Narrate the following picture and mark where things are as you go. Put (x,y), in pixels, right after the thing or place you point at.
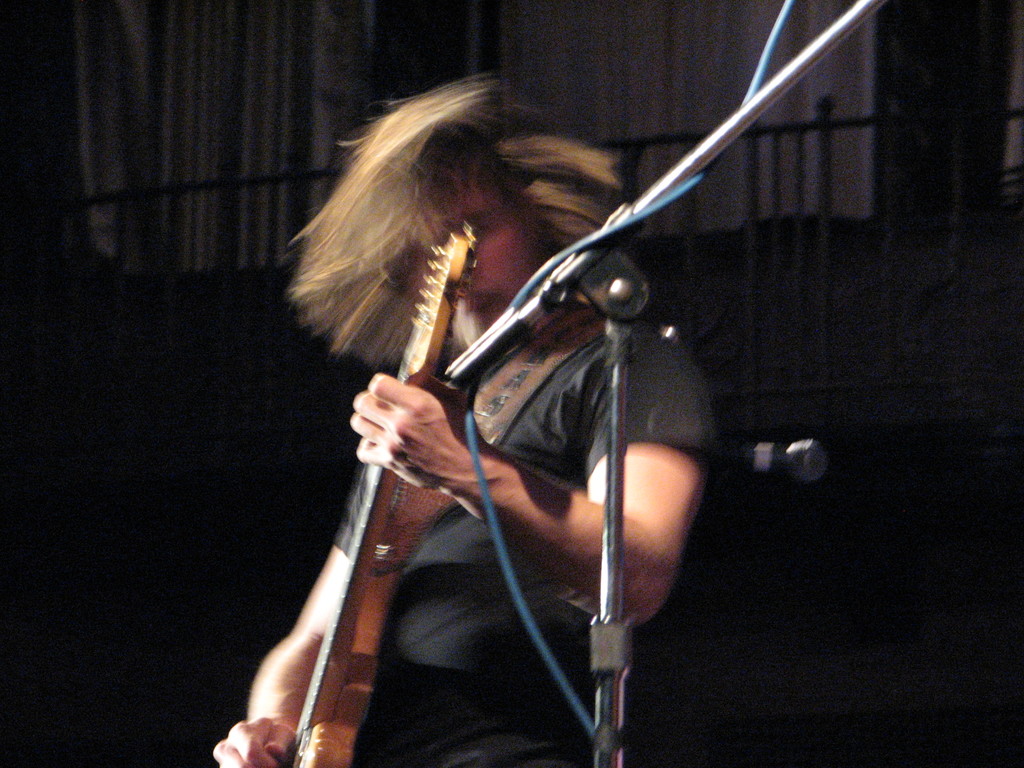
In the foreground of this image (601,432), there is a mic stand (627,265), cable (480,479) and a man (484,231) holding a guitar (380,548). In the dark background (241,89), there is railing (206,259), white curtain (204,110) and a mic (785,457).
